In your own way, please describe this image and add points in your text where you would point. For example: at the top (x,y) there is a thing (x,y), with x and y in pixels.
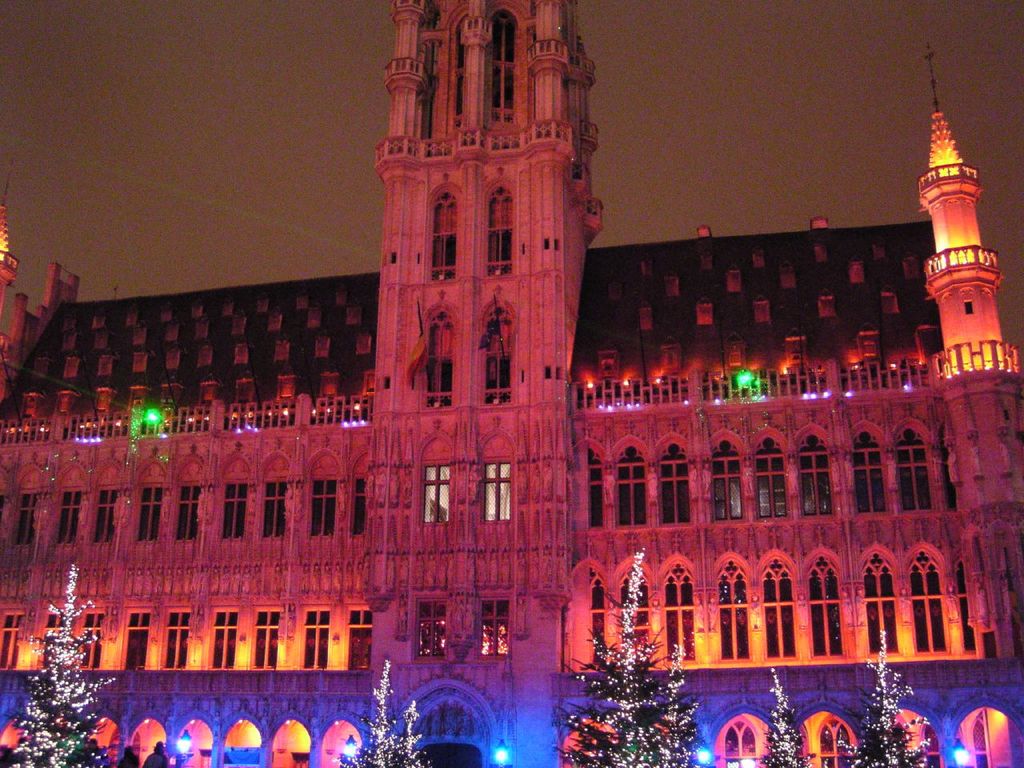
Here we can see a building (711,506), plants (636,717), windows (314,612), and lights (875,722). In the background (274,219) there is sky (731,136).
